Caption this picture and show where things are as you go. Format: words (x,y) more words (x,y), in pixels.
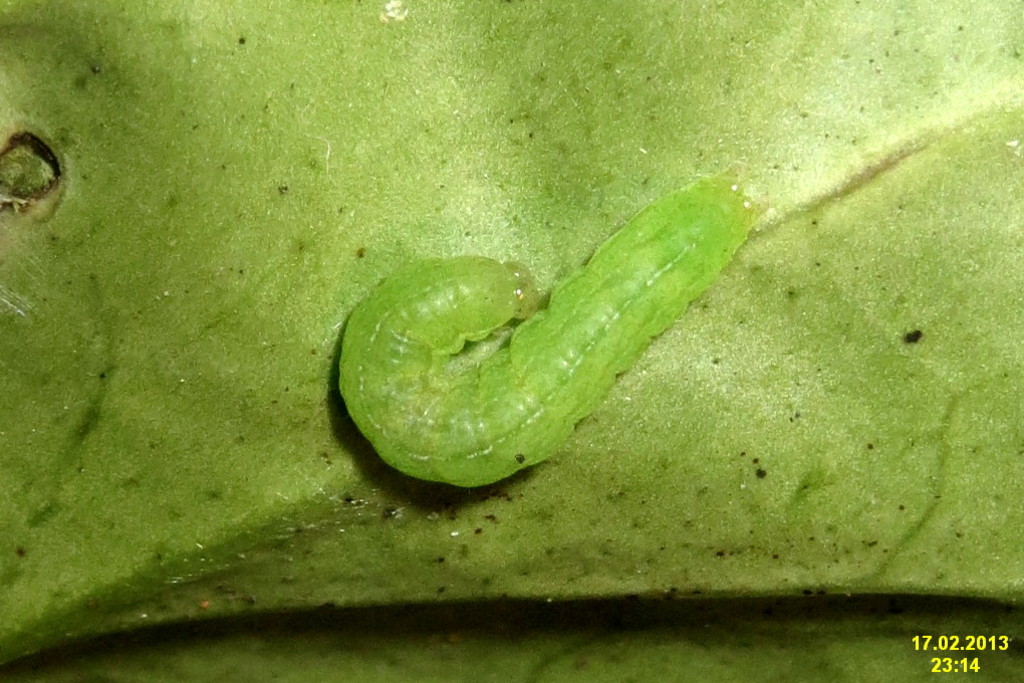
In the center of the image (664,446) there is a caterpillar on the leaf (572,39).
